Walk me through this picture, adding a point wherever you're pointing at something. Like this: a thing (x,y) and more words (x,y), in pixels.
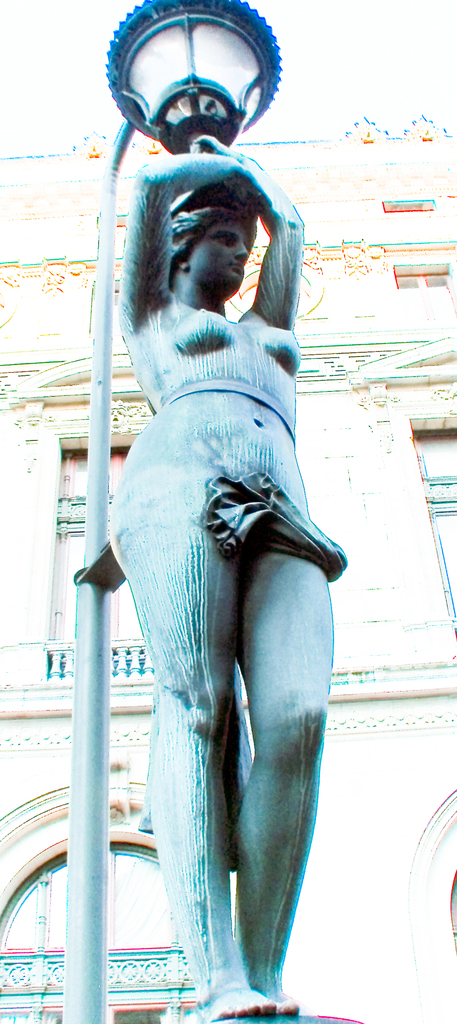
In this image we can see a statue (248,489) with a light (224,124) on top of it. In the background (89,729), we can see a pole (89,729) and building (428,510) with windows (127,871).
